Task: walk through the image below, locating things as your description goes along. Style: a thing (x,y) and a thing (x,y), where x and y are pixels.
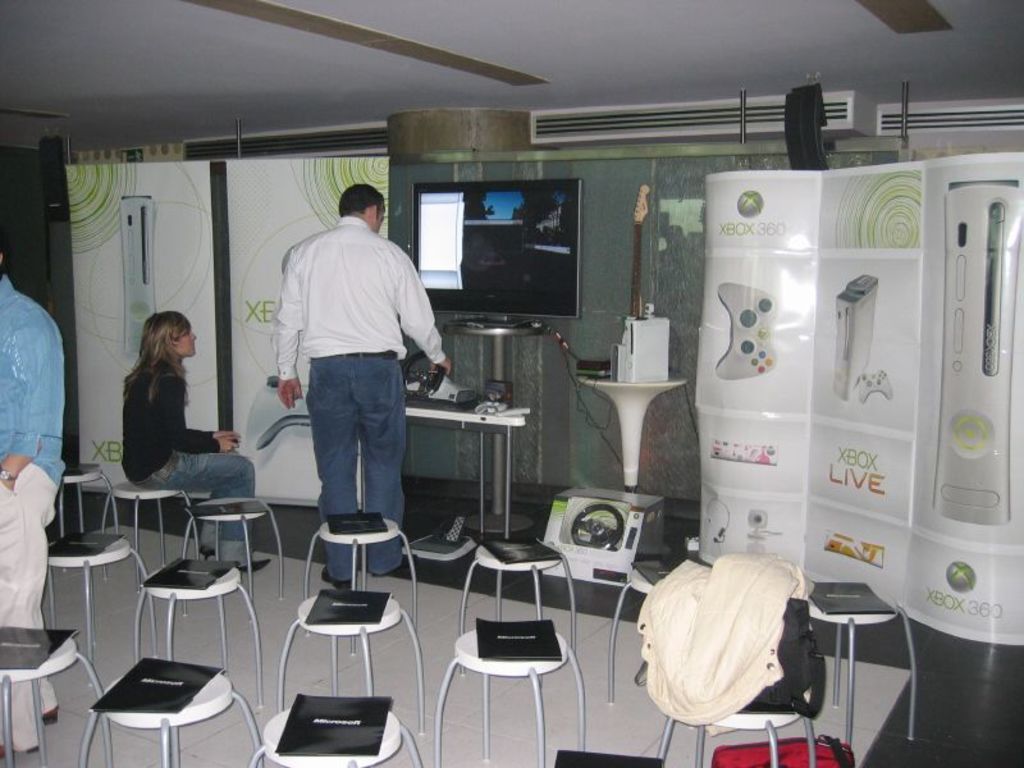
In this image I can see a man (354,343) standing wearing white shirt (356,325) and blue trouser (382,440) and I can see a women (171,428) sitting on the stool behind the man (288,370). I can see another man (53,444) standing wearing blue shirt (21,443) and white trouser (13,539) at the left corner of the image (17,552). It is a room (454,377) with stools (305,612) and some kind of file (336,613) on the stool (359,616). I can see a television (498,270) attached to the wall (585,225) and behind that i can see a air conditioner (681,119). I can see a table (441,420) and some objects (495,407) were placed on it. Some bag (789,625) and jacket (771,644) is placed on the stool (754,720). I can see a banner (784,401) with some images (847,342) like joystick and it looks like a kind of advertisement banner (882,406).
